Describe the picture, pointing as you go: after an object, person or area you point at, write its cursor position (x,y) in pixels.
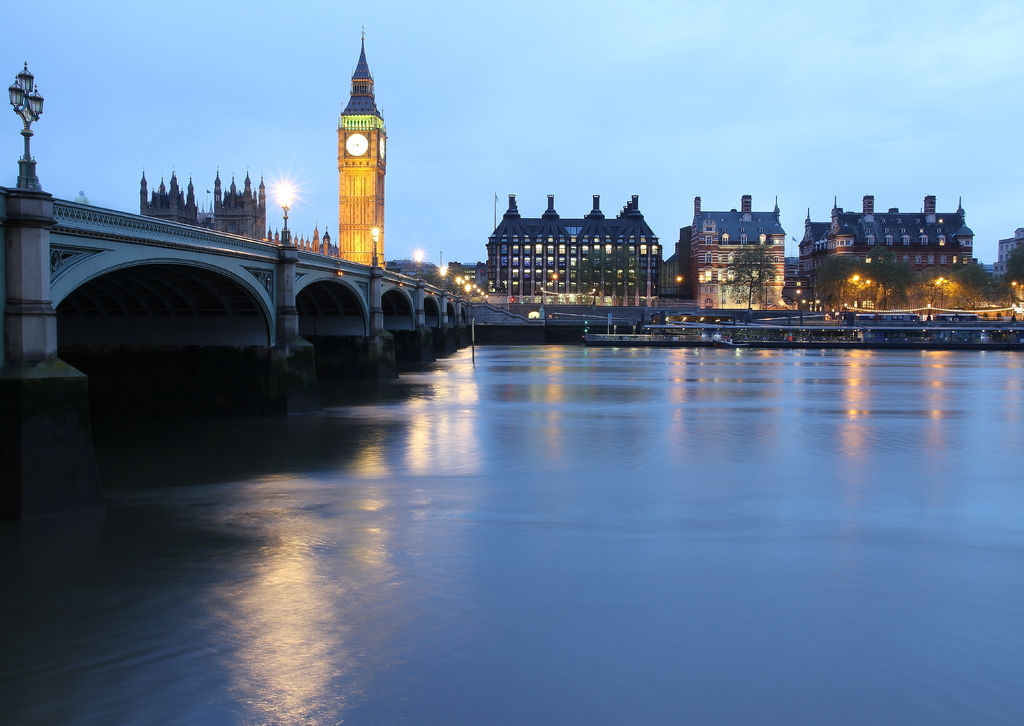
In the image there is river (855,377) in the front (685,490) and bridge (84,277) above it on the left side (44,284), behind it there is a clock tower (363,210), in the background (508,243) there are buildings (689,240) with lights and trees (897,270) in front of it and above its sky (543,71).
